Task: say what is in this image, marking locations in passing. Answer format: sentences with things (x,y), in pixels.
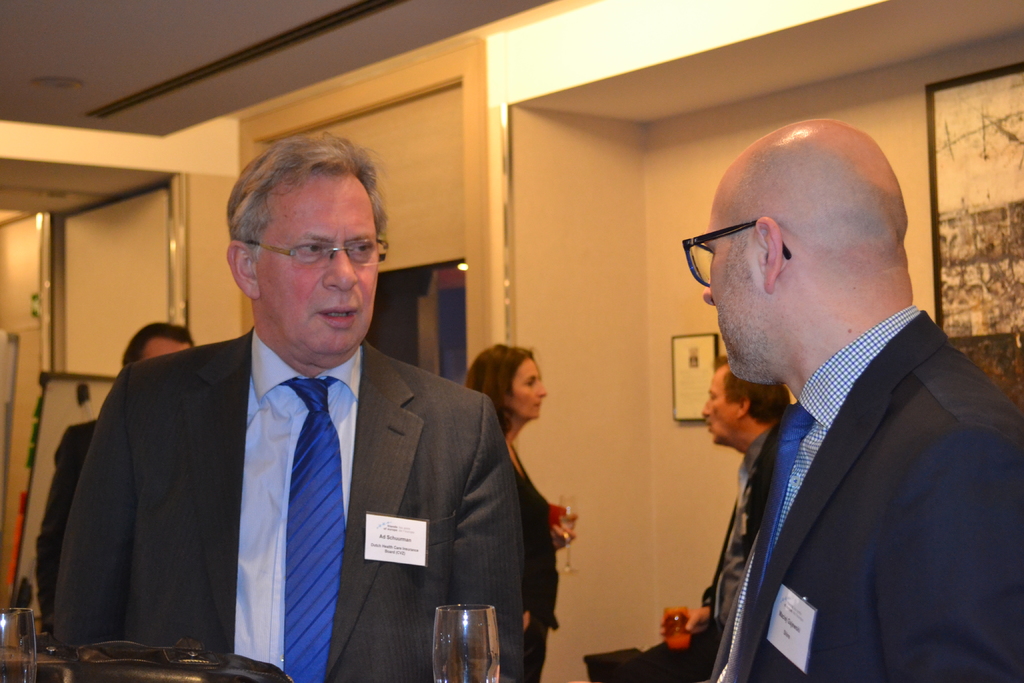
In this image I can see a group of people (369,169) standing in a hall (49,253) in which few of them holding glasses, behind them there is a wall (634,362) with some photo frames (1021,206).
